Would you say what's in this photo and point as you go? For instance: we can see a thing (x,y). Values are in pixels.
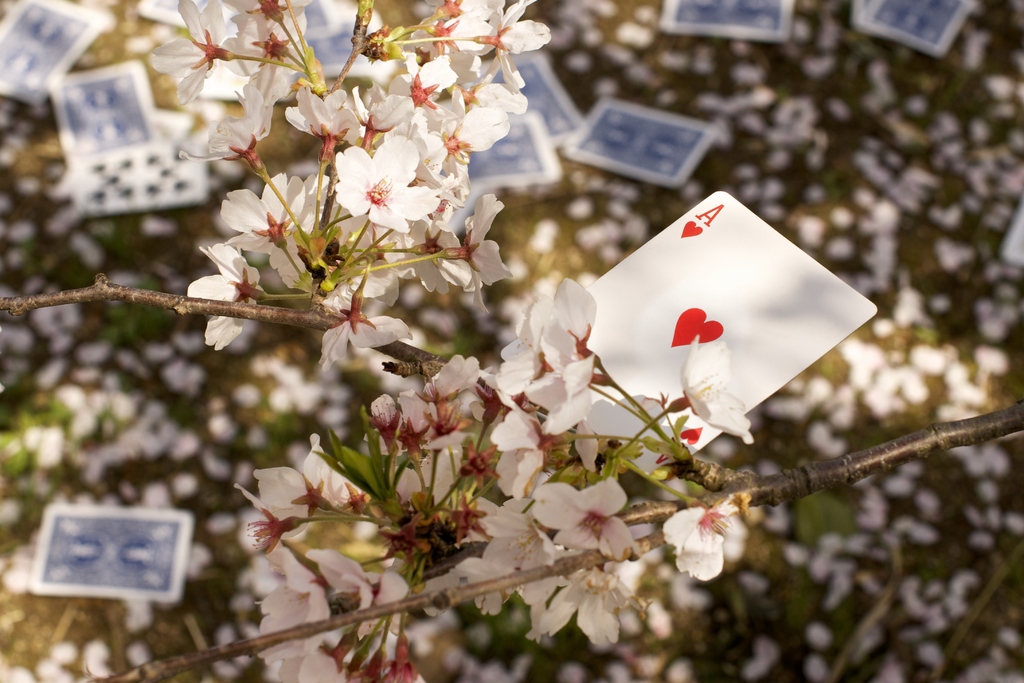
In this picture we can see a card (858,306) on some white flowers (311,262). We can see few cards (190,139) and some white petals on the path (812,394).
